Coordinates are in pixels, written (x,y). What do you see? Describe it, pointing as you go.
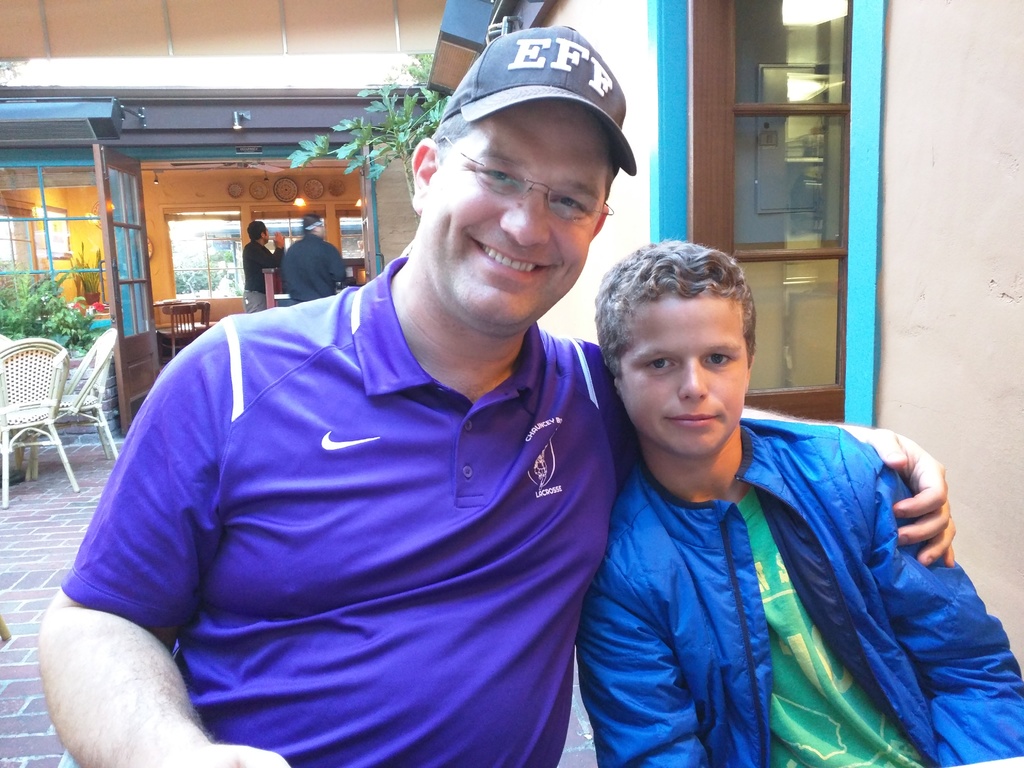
In this image I can see few people (404,413), few plants (398,146), few chairs (60,369), a building (599,42), doors (134,201) and few lights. I can also see he is wearing specs (479,173), a cap (504,98) and I can see smile (534,272) on his face (459,297).
